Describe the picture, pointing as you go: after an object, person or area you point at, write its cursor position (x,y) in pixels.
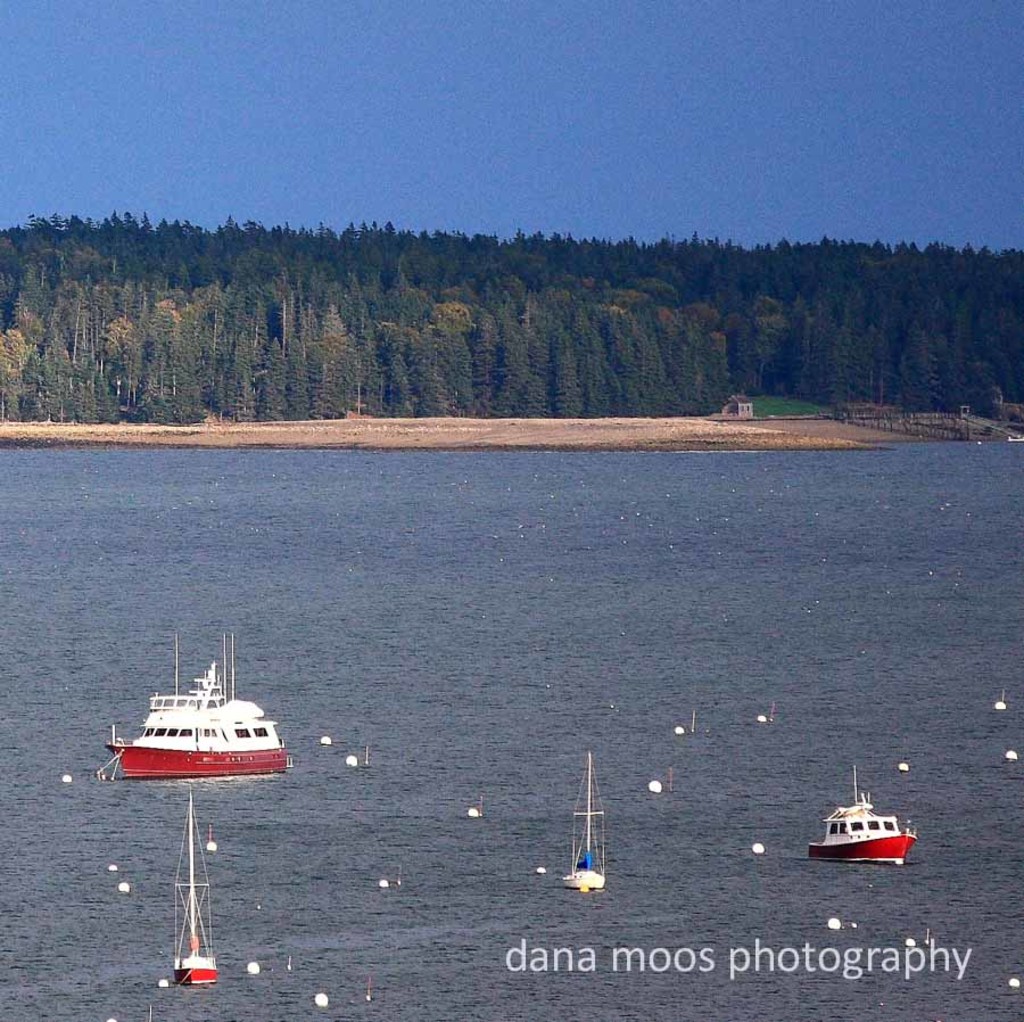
In this image there are some ships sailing on the water (466,488), behind that there are so many trees (986,331).
